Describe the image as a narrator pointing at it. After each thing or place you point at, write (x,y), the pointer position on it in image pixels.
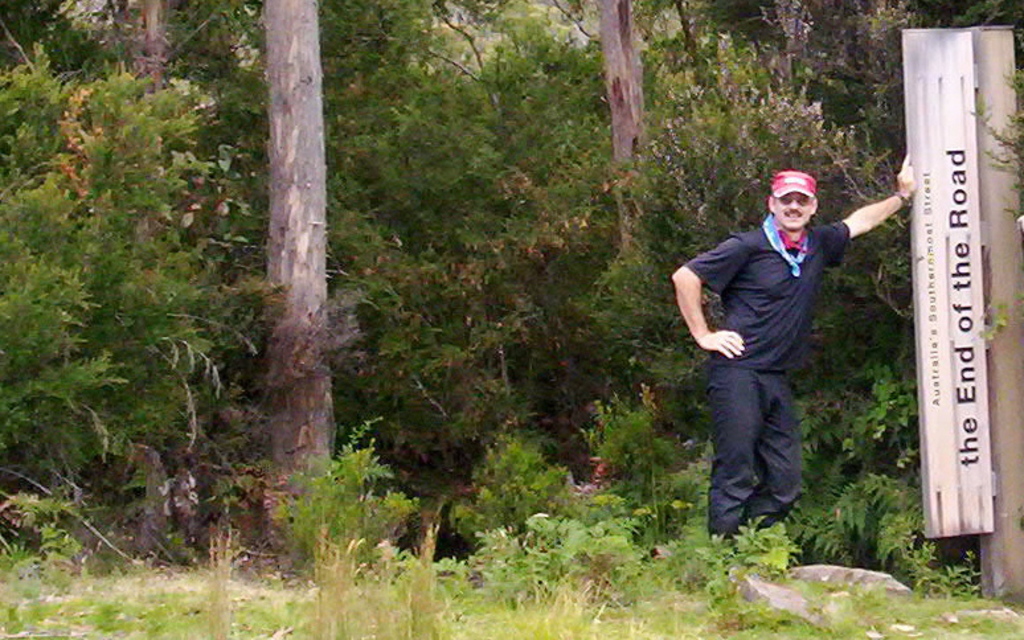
In this picture I can see there is a man (737,245) standing and he is wearing a black shirt (801,314) and a pant (731,402) and in the backdrop (566,529) I can see there are plants (394,589) and trees (290,407).
